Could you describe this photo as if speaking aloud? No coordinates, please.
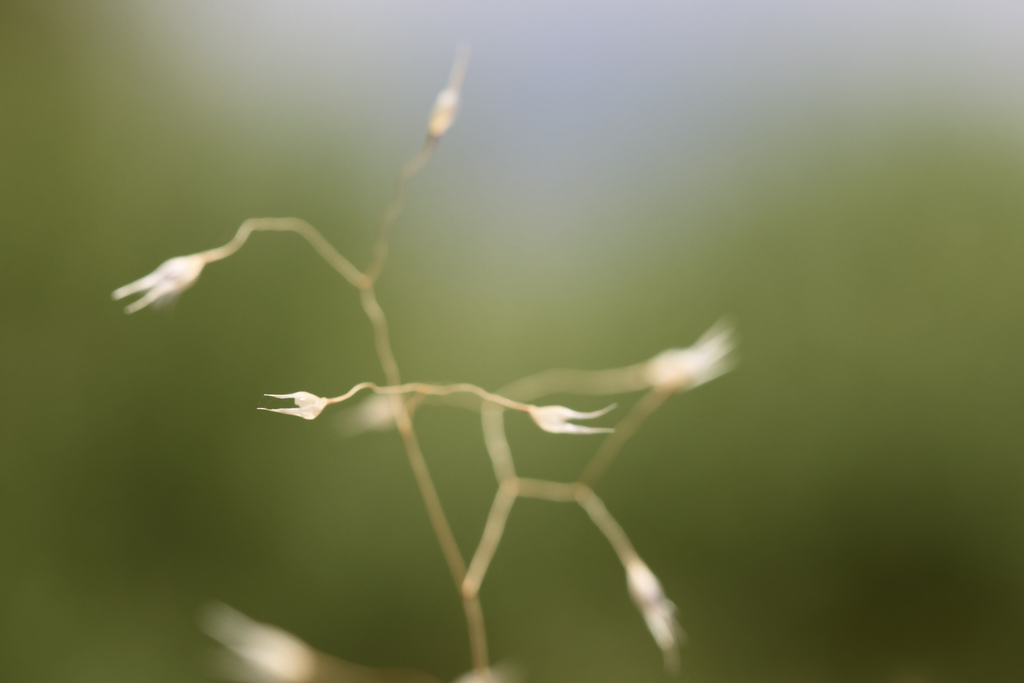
In this image we can see a plant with flowers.
